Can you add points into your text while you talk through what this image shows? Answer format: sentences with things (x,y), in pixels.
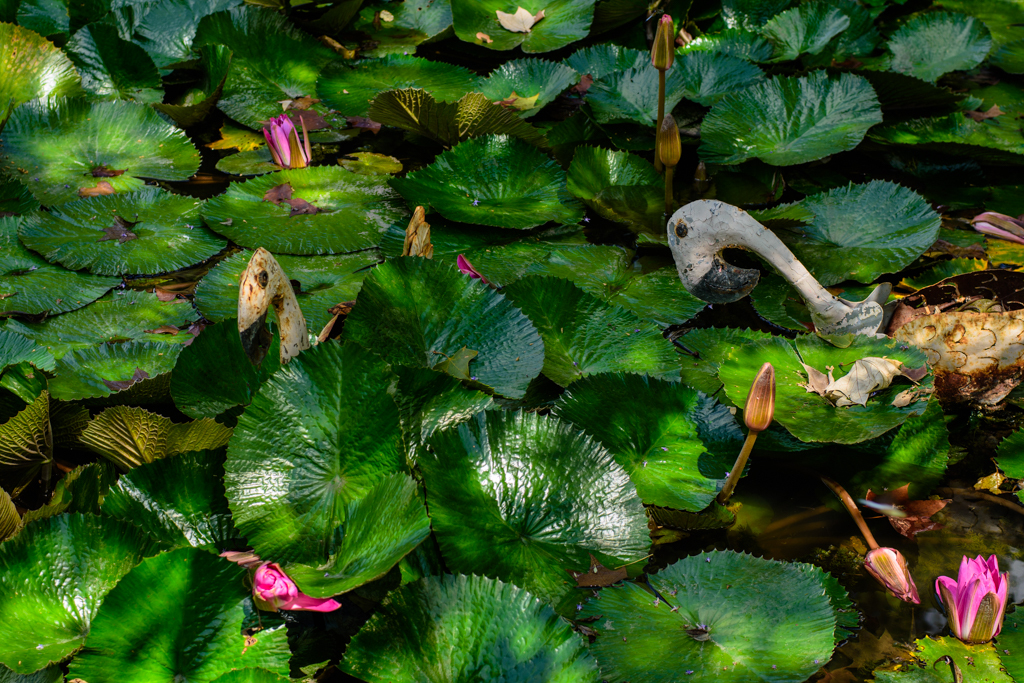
In this picture we can see leaves (303,251), buds (989,611), birds (727,223) and water (688,194).
